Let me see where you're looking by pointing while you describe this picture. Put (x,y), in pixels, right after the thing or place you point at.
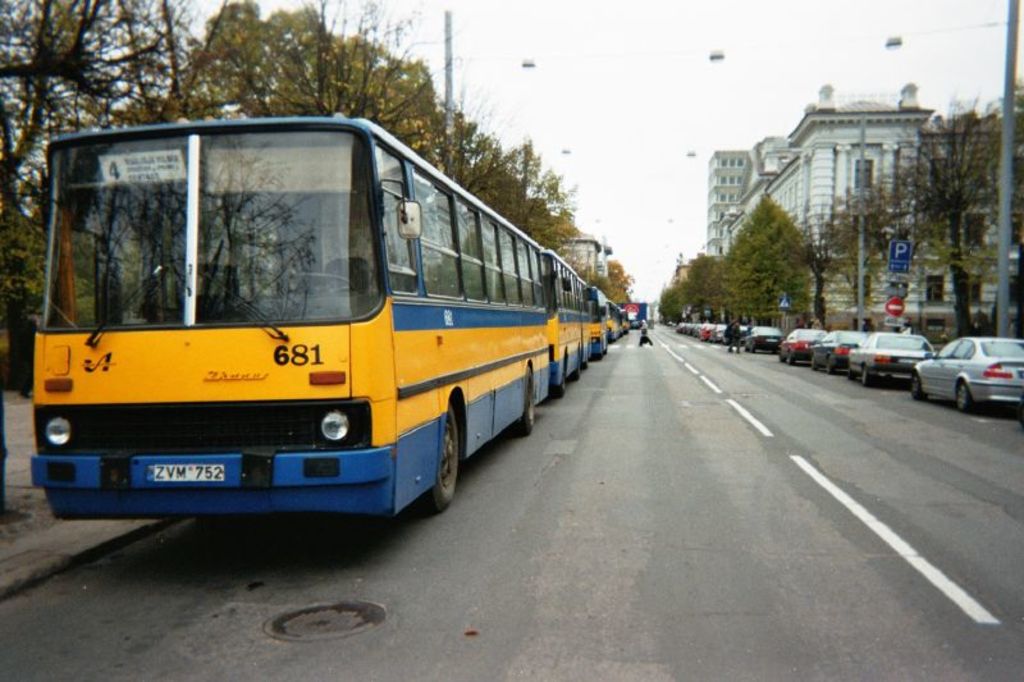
In this picture we can see few vehicles (837,361) and few persons (736,324) on the road (711,489), beside to the road (656,380) we can find few poles (1010,219), sign boards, trees (832,244) and buildings (738,164).
